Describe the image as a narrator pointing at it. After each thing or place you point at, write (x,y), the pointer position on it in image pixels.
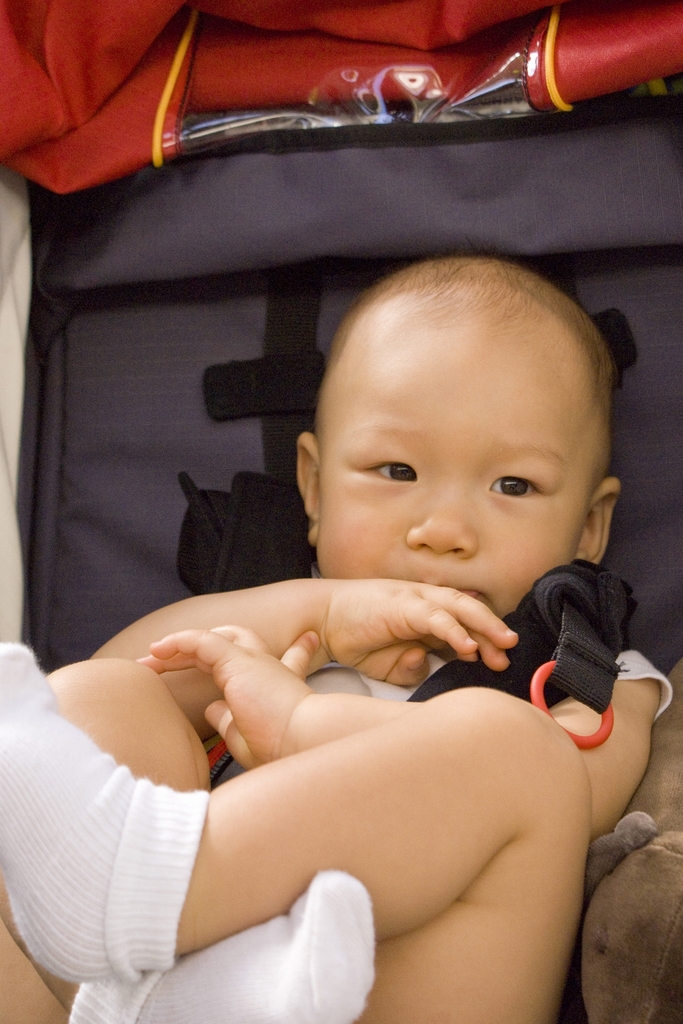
There is a baby (343,671) on a stroller (382,194). Baby (219,789) is wearing belts (444,666). Also there are belts (204,390) for the stroller (545,645).
